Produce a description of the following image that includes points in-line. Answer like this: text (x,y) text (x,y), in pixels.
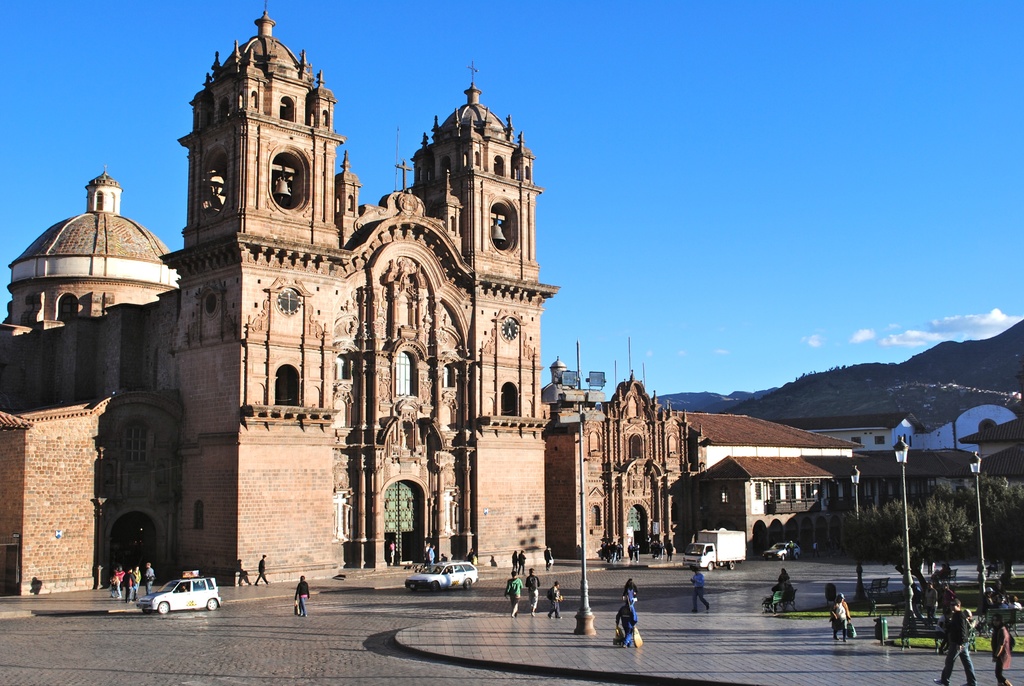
In the foreground of this image (216,595), there are few poles (908,548), few vehicles (450,581) on the road (234,612) and people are walking on the pavement (712,637). In the middle (514,430), there are few buildings (829,492) and greenery (990,498) on the right (981,498). In the background (1008,361), there are hills (788,394) and the sky (719,135).
